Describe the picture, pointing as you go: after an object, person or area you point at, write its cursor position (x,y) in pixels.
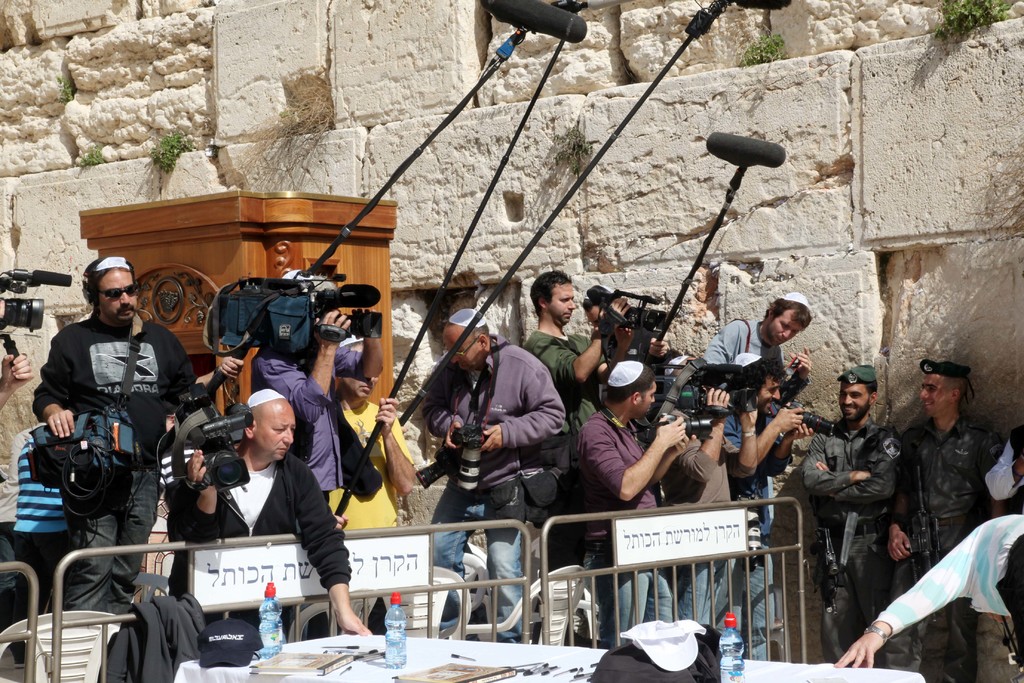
In the center of the image (505,436) we can see persons (623,444) standing at the fence (697,511) and holding a video camera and mics (557,212). On the right side of the image (895,451) we can see persons (895,470) standing at the wall (571,252) wearing caps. At the bottom of the image (537,672) we can see table (812,682), bottles (739,665), books (414,674) and pens (568,674). In the background (975,138) there is wall (565,62).
